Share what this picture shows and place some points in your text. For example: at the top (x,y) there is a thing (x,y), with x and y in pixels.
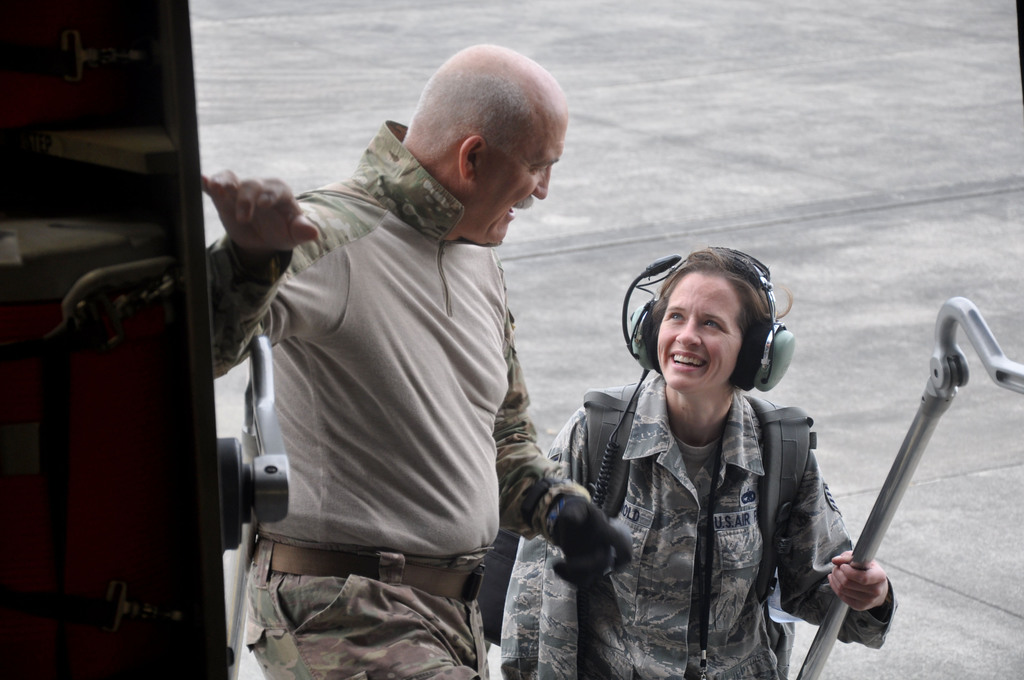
In this image, we can see people (443,400) wearing uniforms (440,419) and one of them is wearing a headset (647,350) and a bag (620,490) and holding a rod (898,495) and we can see a door (138,417) and there is a road (784,172).
